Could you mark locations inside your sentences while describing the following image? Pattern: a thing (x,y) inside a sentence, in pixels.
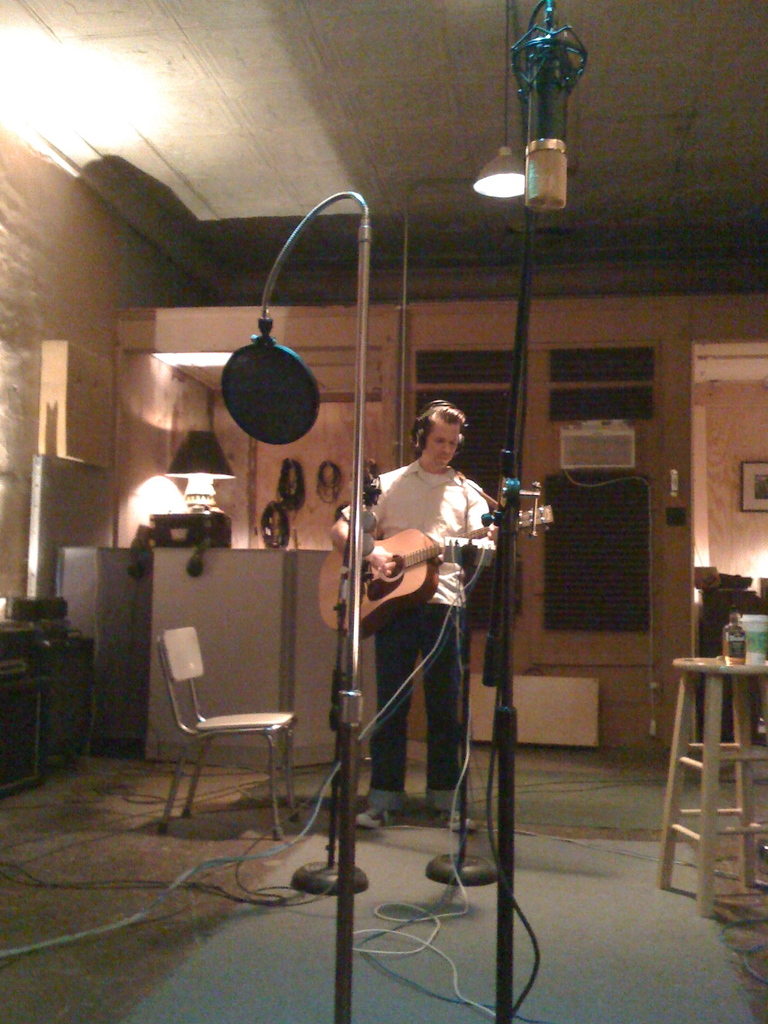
Here we can see a man (492,538) standing in the middle (449,458) playing the guitar (437,553) and here you can see a voice filter (277,407) and a chair (187,645) present and beside the man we can see a lamp (192,461).
